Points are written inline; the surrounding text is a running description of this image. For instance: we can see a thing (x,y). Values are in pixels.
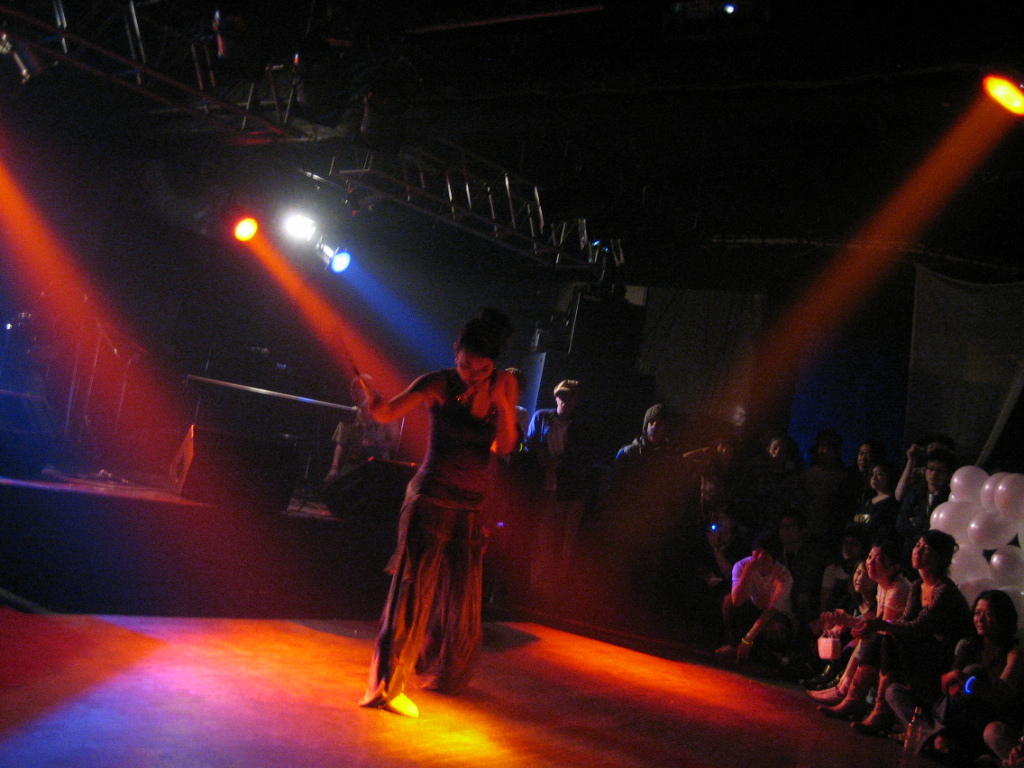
In this image I can see number of people (642,497) where few are sitting and few are standing. I can also see few lights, few pink colour balloons (1020,573) and I can see this image is little bit in dark.
